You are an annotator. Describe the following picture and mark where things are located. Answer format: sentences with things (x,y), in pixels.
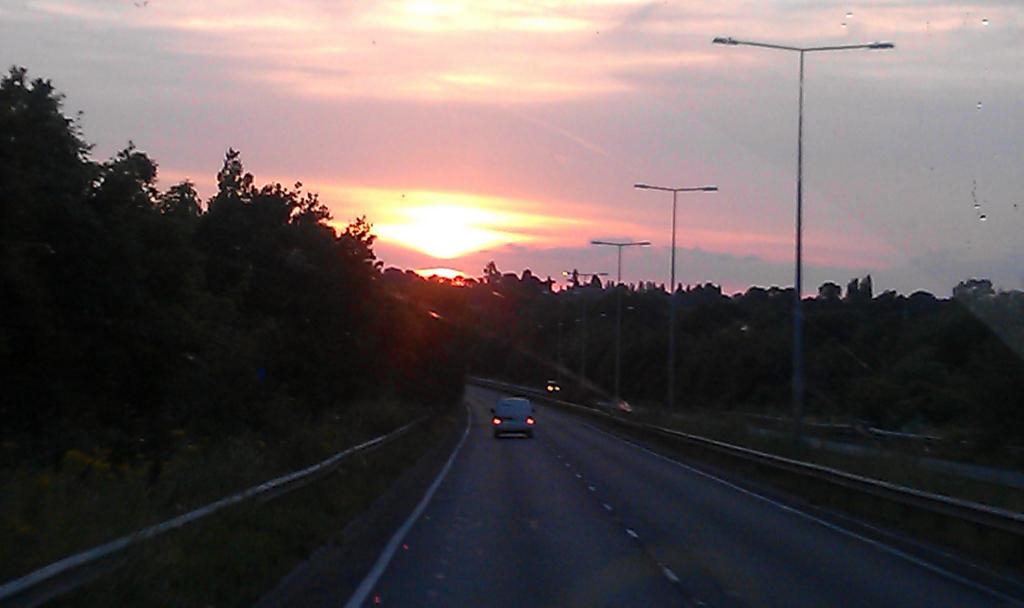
We can see vehicle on road (497,476) and we can see trees (30,336), lights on poles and sky (535,71) with clouds (498,123).
